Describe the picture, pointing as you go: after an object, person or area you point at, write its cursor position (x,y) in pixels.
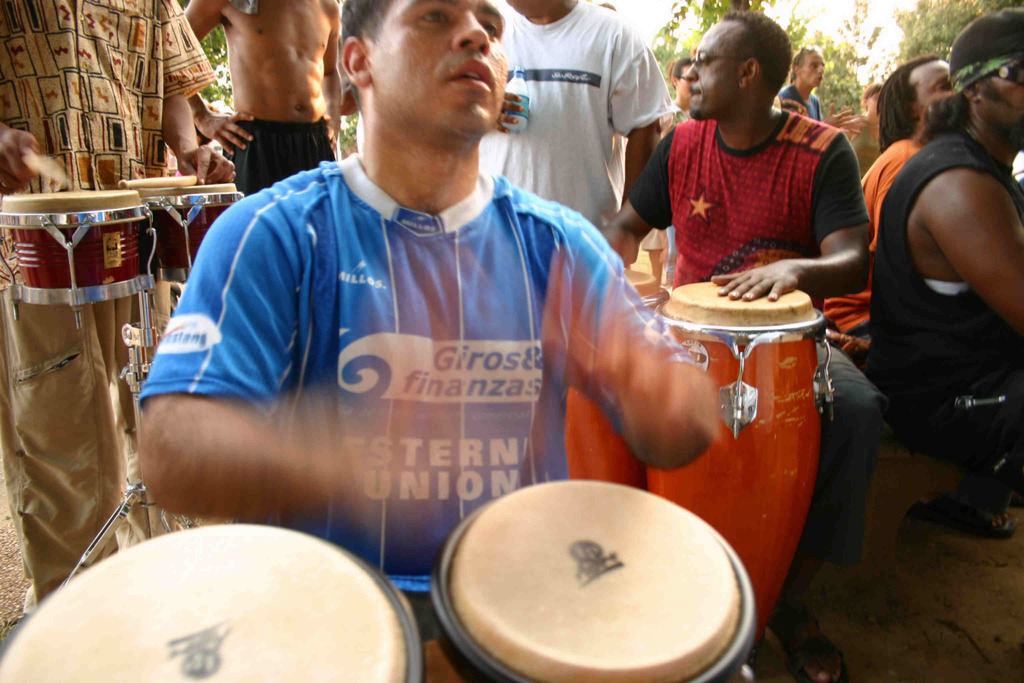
Few persons (249,30) are standing. Few persons (693,193) sitting. These three persons (739,253) playing musical instrument (674,588). On the background (932,4) we can see trees (979,4).
